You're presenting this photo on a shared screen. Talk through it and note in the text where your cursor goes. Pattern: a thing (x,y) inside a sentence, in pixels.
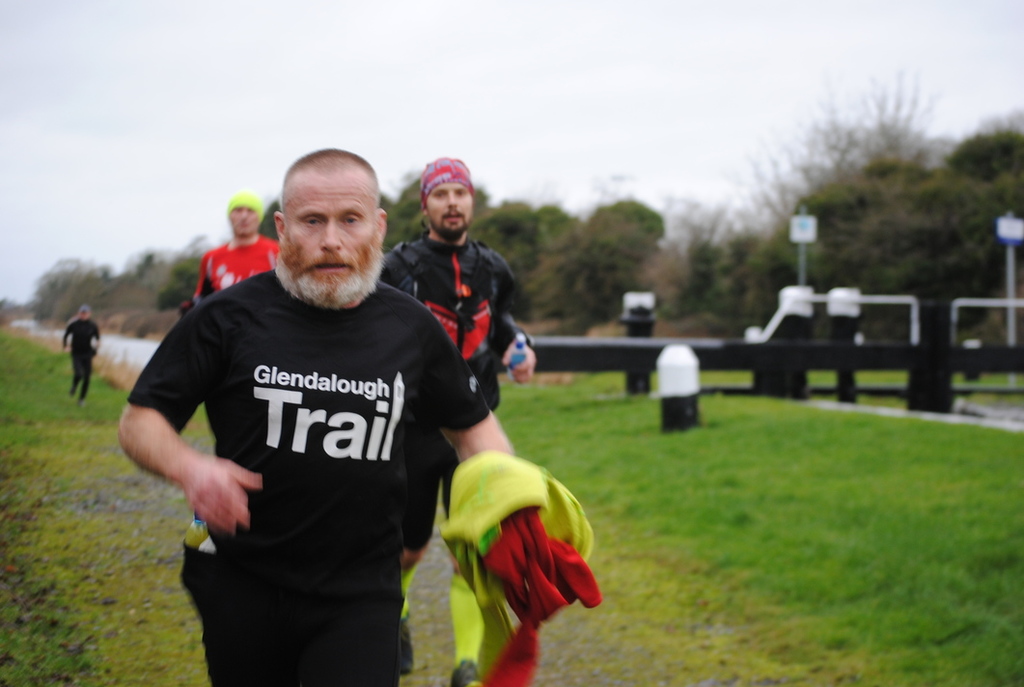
In this picture we can see few people (327,406) are running on the grass (656,599), side we can see grass (835,486), some trees (779,274) and we can see fencing (793,388).
